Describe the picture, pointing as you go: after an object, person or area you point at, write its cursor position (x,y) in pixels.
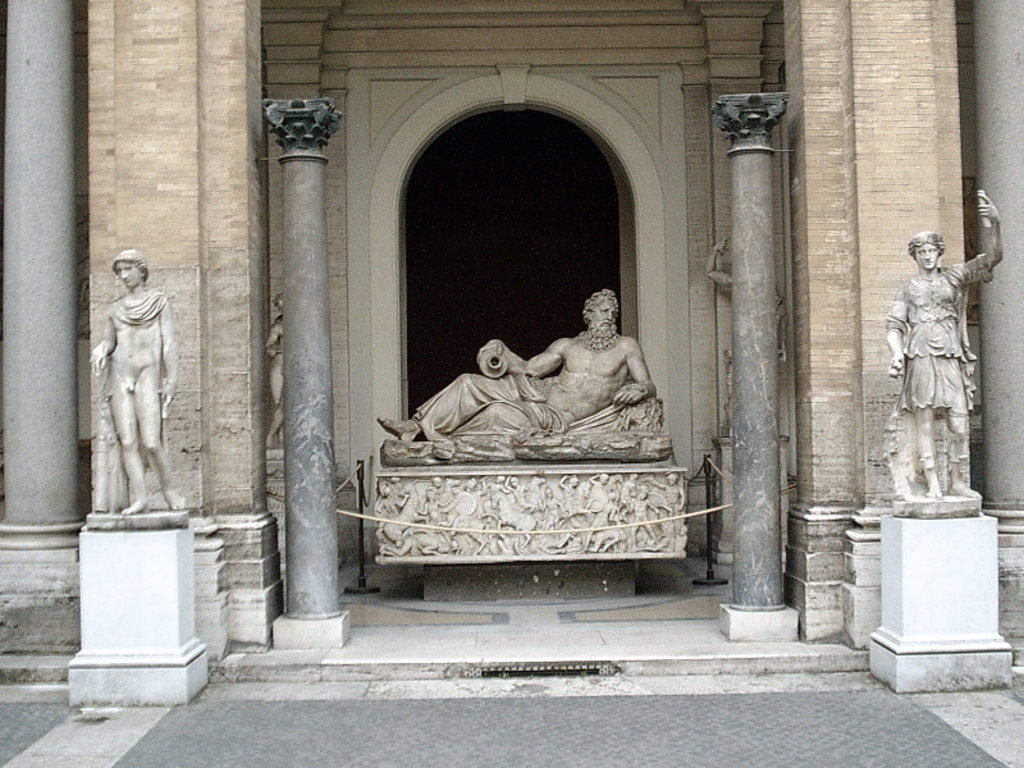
In this image there are sculptures (542,420), there are pillars (739,406), there is wall (540,53).
